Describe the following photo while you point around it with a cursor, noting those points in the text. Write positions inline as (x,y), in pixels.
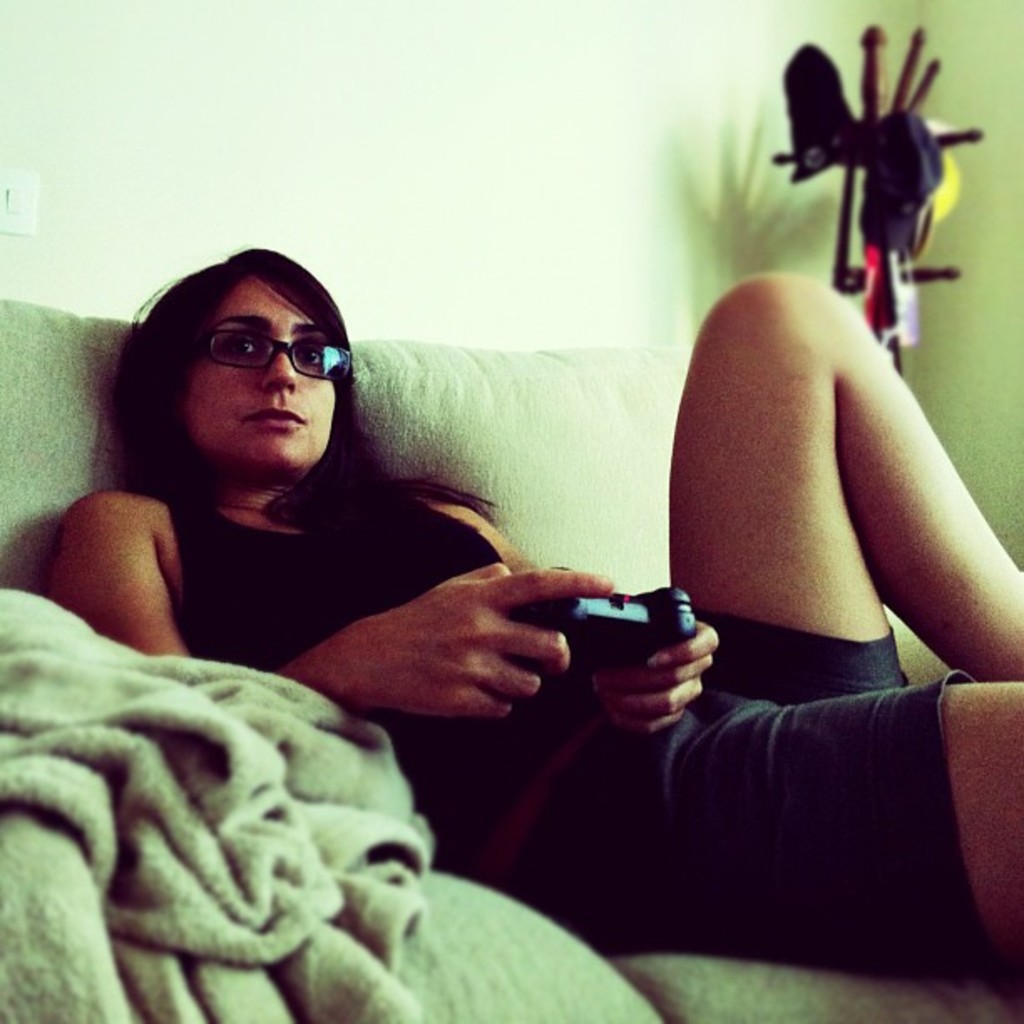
In this image we can see a woman (328,597) wearing a black dress (327,605) and spectacles (308,367) is sitting on the sofa (408,375) and holding a joystick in her hands (661,694). Here we can see the blanket (263,801). In the background (806,76), we can see stand (842,256) where caps (867,211) are hanged and switch board (25,177) on the wall (527,98).
